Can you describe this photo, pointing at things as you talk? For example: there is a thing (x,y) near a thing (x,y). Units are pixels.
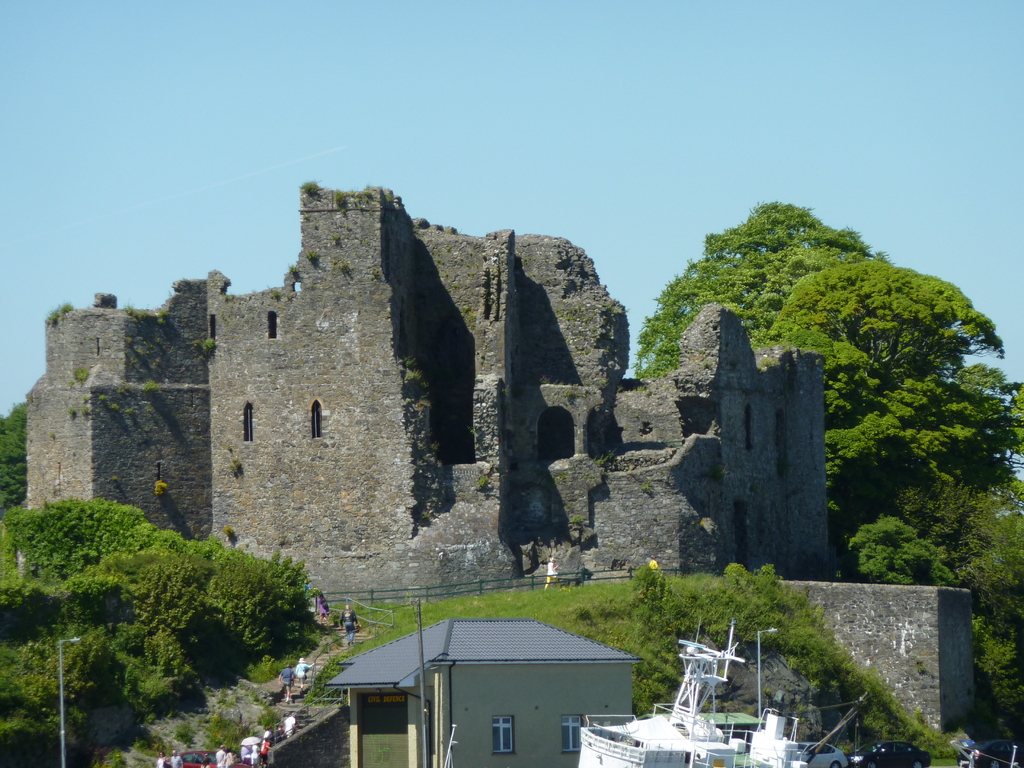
It is an ancient fort (462,403) and tourists (343,611) are visiting the fort (379,581), there are plenty of trees (135,554) around the fort (765,539) and in the front (417,642) there is a small house (603,671) and some vehicles (679,749) beside the house (408,660).
